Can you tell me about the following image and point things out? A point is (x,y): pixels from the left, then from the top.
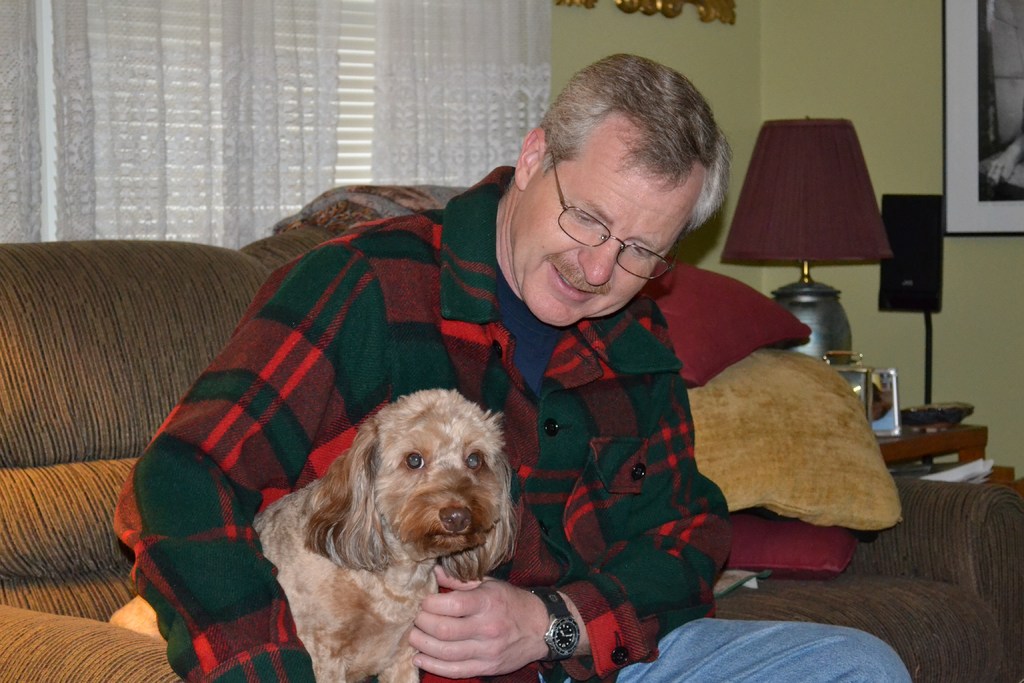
This is the picture of a room (709,263). In this image there is a man (366,263) sitting on the sofa (29,427) and there is a dog (447,472) on the sofa (965,609). At the back (372,117) there are cushions (761,469) on the sofa (840,606) and there is a lamp (867,246) and there are objects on the table (953,440) and there are frames (997,80) on the wall (964,286) and there is a curtain (2,134) at the window (353,112).
